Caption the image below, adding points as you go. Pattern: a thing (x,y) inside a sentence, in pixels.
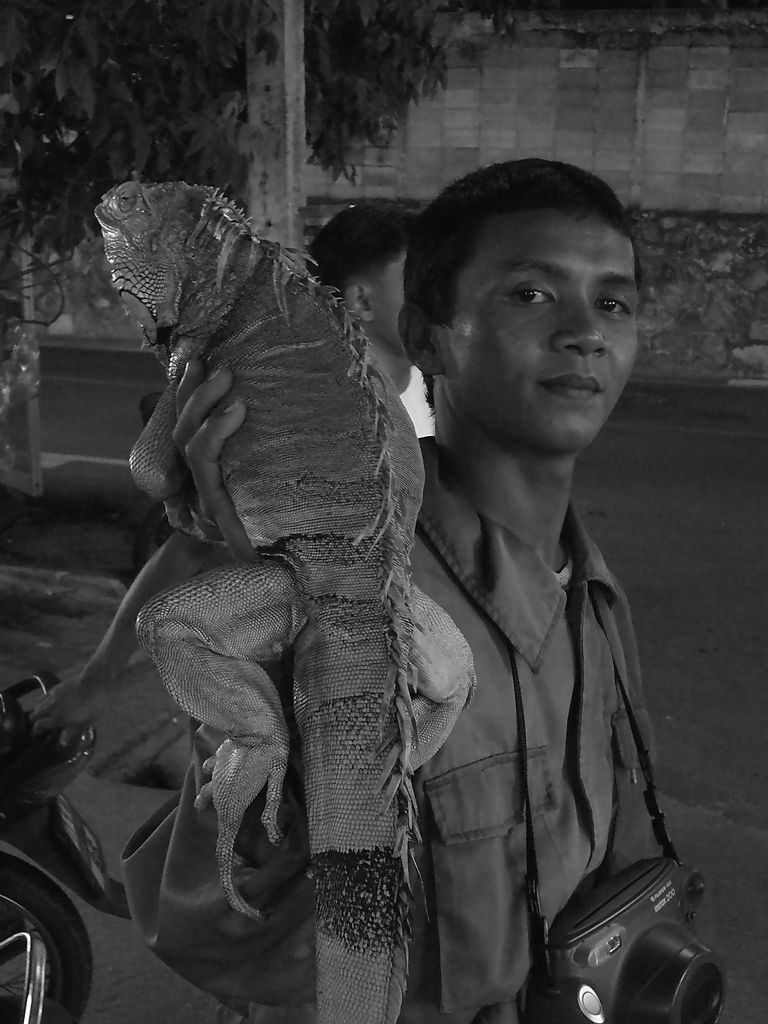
In this image, In the middle (500,663) there is a man (500,663) standing and he is carrying a camera (685,970) which is in black color, He is holding a object (287,633) in his right hand (224,547), In the background (365,254) there is a person (365,254) walking and there is a tree (217,68) which is in grey color.
